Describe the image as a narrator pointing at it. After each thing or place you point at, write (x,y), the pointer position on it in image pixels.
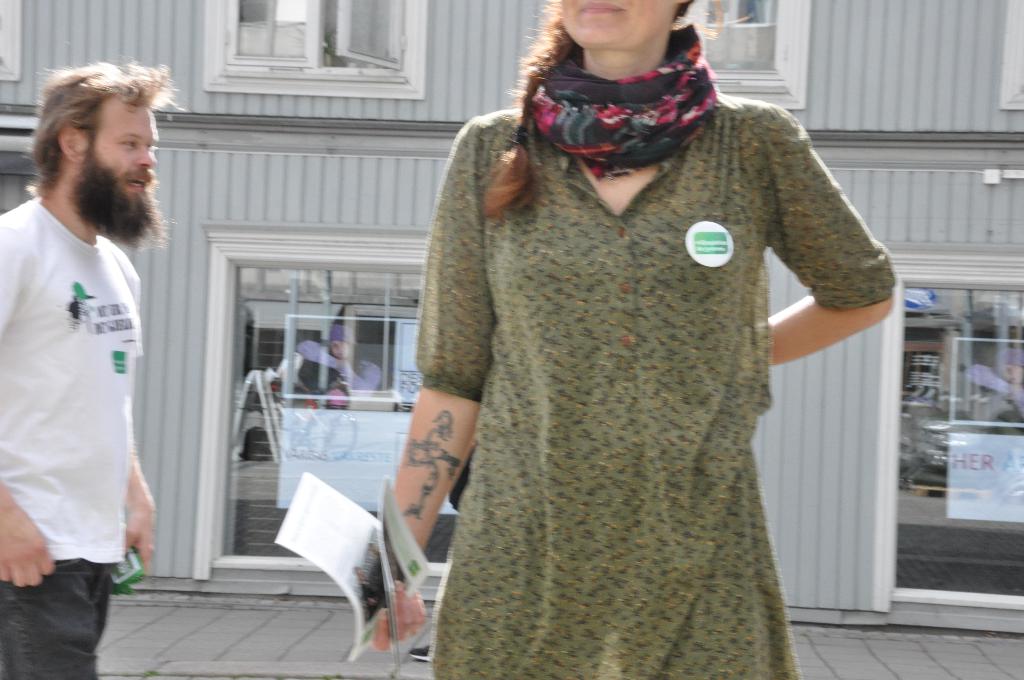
This picture is clicked outside. In the foreground (521,195) there is a woman (727,234) holding some objects (392,547) and seems to be standing. On the left (104,182) there is a man (115,266) wearing white color t-shirt (72,374) and seems to be walking on the ground (145,651). In the background (283,237) we can see the windows (402,242) and the doors (382,263) of a building (936,68).
